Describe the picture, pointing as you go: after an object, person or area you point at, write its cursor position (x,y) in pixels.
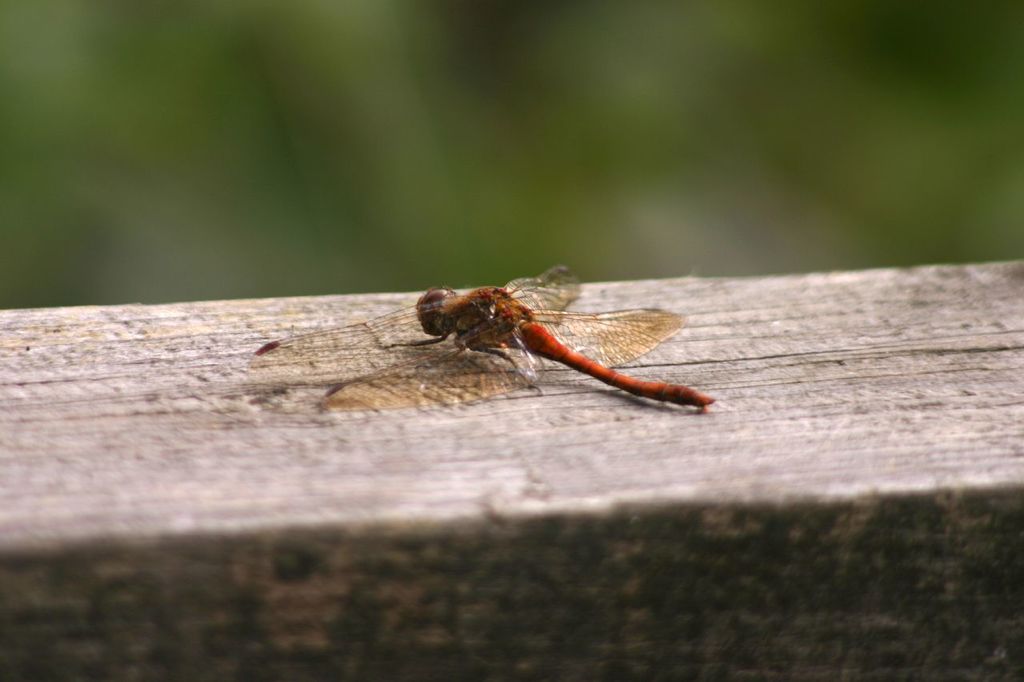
In this image there is a dragonfly (446,379) on a wooden surface (794,504), in the background (489,249) it is blurred.
